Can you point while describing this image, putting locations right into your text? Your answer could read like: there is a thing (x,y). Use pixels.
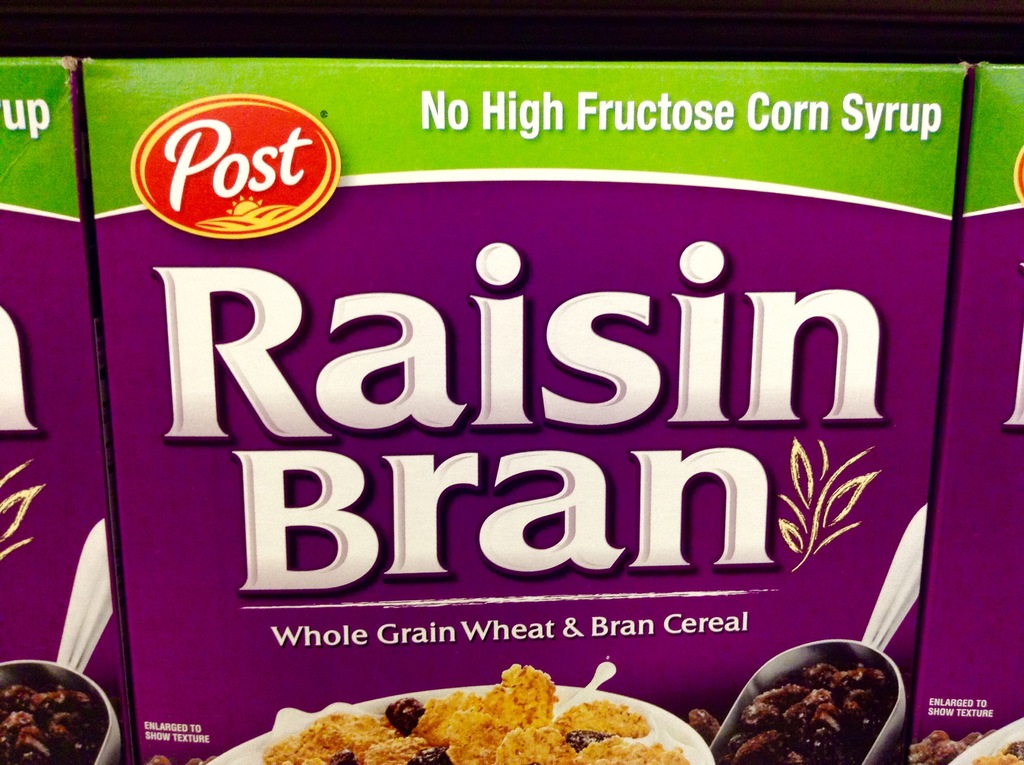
In this image we can see the whole grain wheat and bran cereal packs (578,631) with the text (595,426) and images (816,732).
